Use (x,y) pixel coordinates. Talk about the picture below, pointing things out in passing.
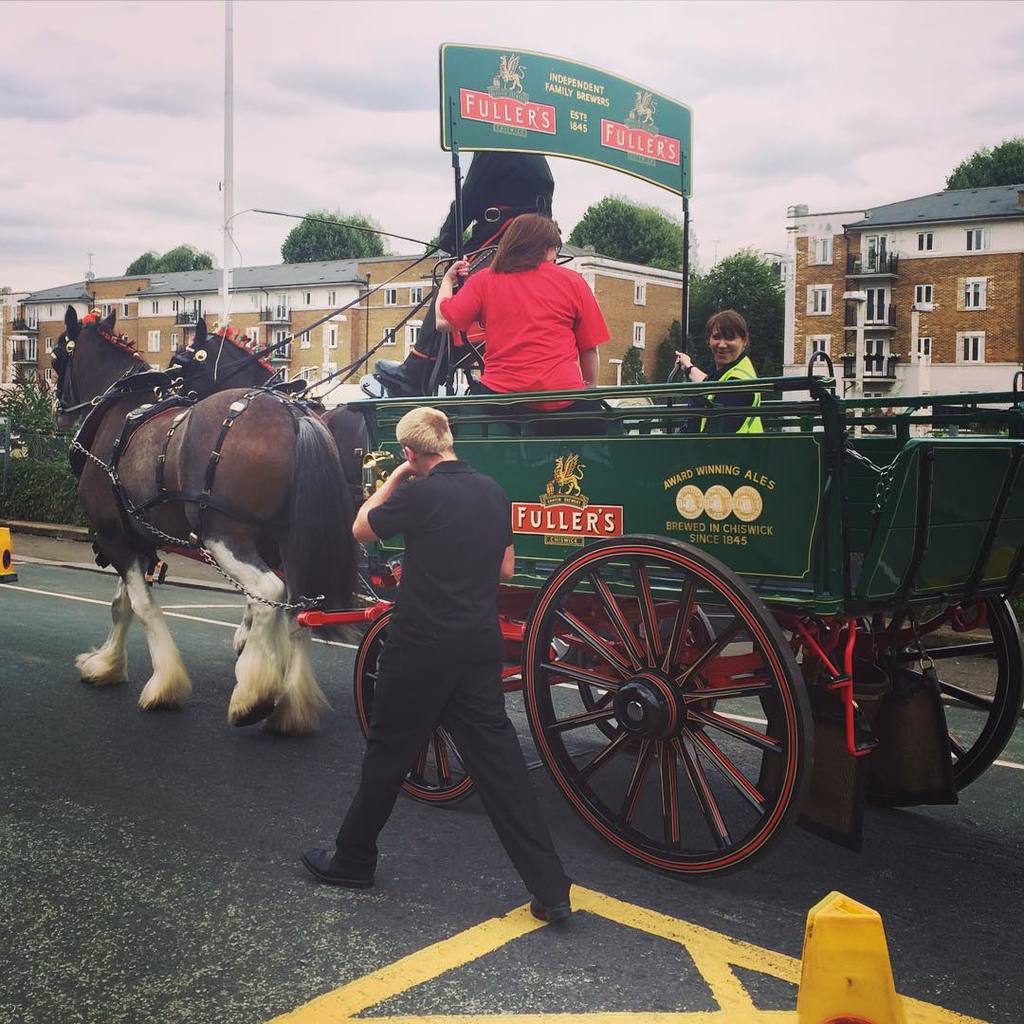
In this image I can see two horses (168,701) in brown color. I can also see two persons (425,371) sitting in the cart (620,389), in front (457,611) the person (452,594) is wearing black color dress (452,594) and walking on the road (515,937). Background (724,45) I can see few buildings (957,265) in brown color, trees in green color and the sky (335,155) is in white color.
